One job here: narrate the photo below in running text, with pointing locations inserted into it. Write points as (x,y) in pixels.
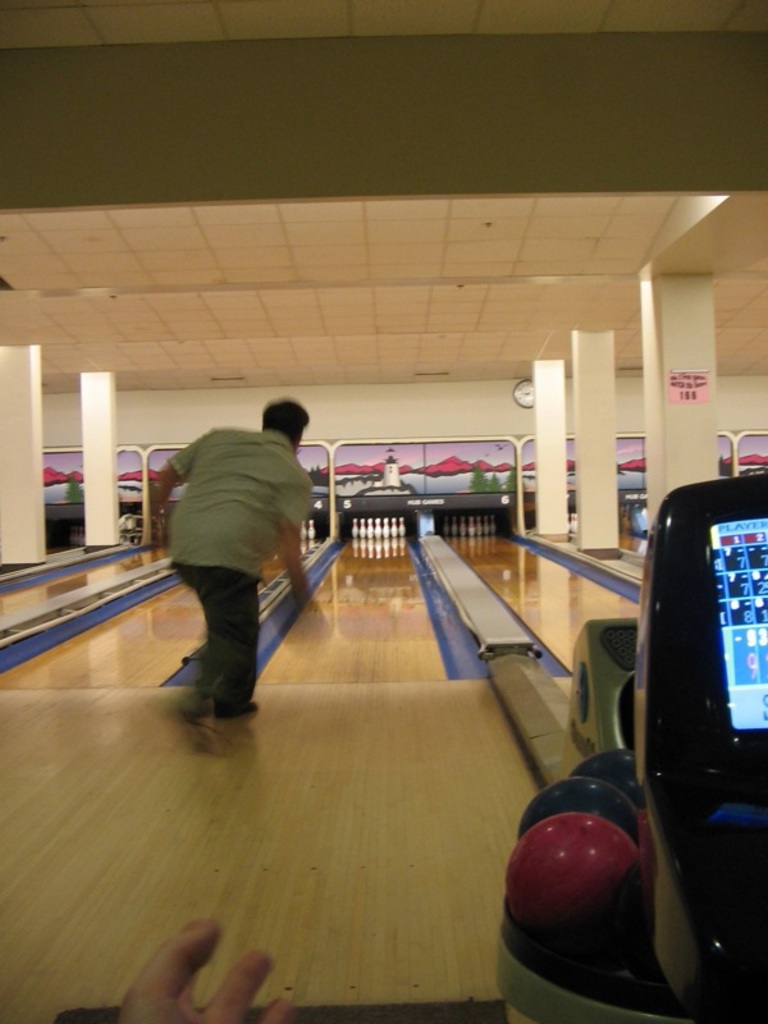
In this picture we can see a man (258,541), he is playing bowling game, in front of him we can see a clock (515,401) on the wall (485,392), behind to him we can find few balls (619,771) and a machine (662,718).
